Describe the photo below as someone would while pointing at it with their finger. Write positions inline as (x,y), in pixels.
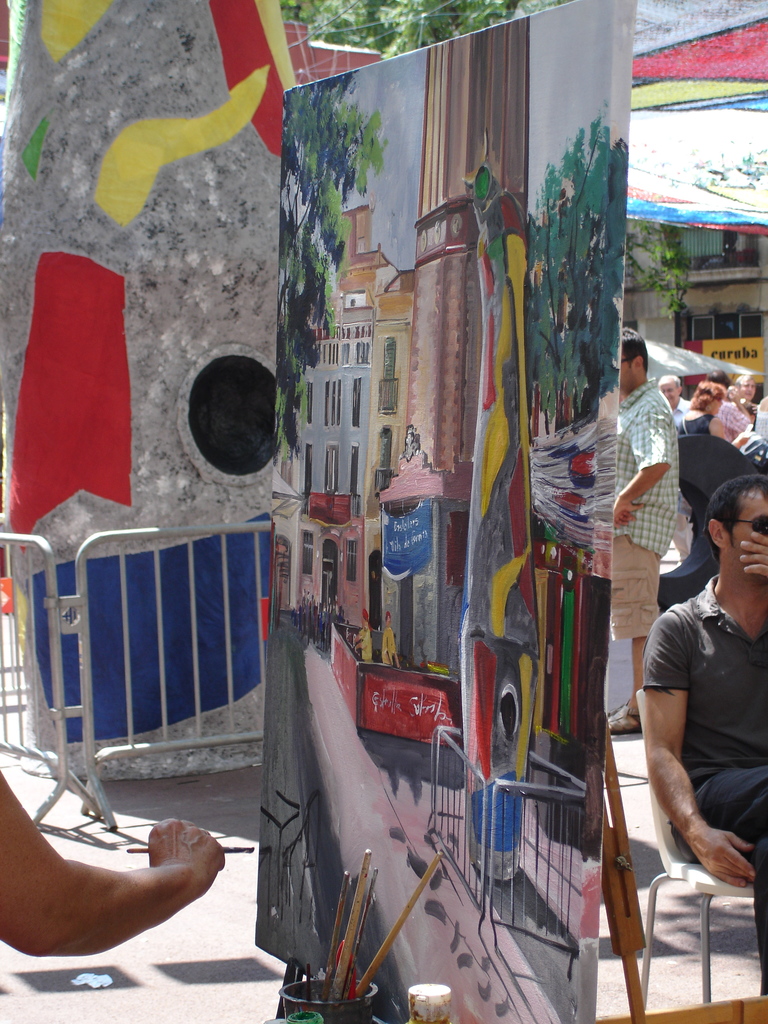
This image consists of many persons (46,845). In the front (321,596), we can see a painting board (401,900) and paint brushes (359,989). On the left (119,910), we can see a person (135,880) holding a paint brush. In the background (162,345), there is a wall (174,428) and stands (49,631) along with a tree (362,42).
